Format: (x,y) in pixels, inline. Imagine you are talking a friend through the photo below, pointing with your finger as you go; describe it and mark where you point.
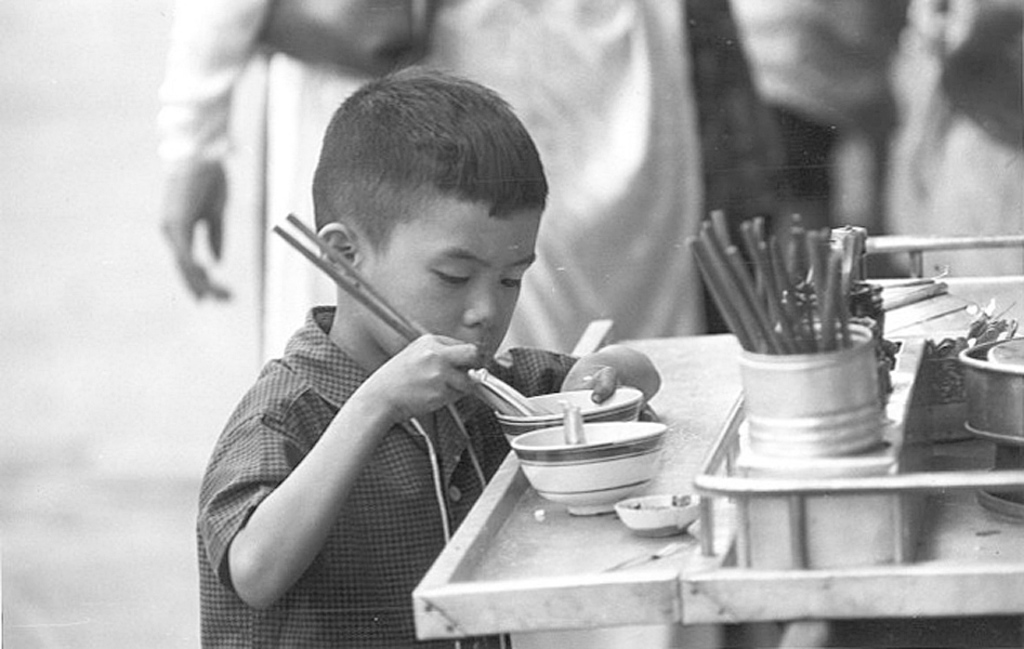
This picture is in black and white. In the center (397,428), there is a boy (460,406) holding chopsticks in one hand (434,343) and bowl (599,415) in another hand (638,381). The bowl (583,423) is placed on the table (569,575). On the table (577,531), there are some objects (880,350).
